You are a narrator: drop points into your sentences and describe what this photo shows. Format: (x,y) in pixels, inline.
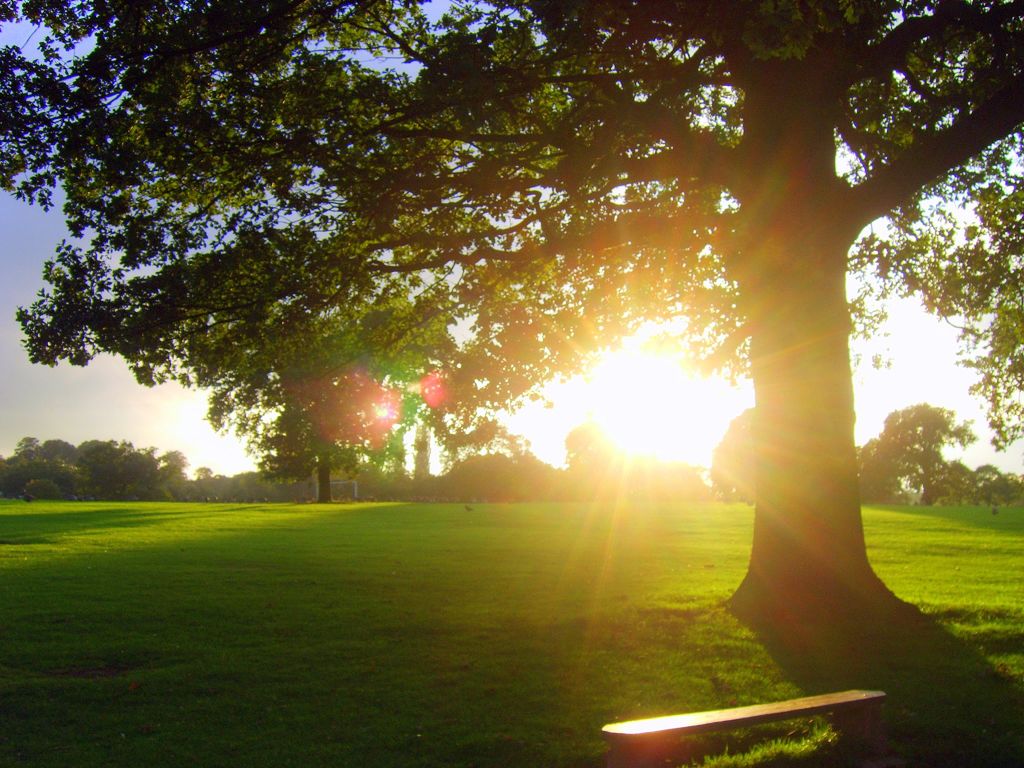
This image is taken outdoors. At the top of the image (433,14) there is the sky (73,399) with clouds (65,383) and sun (621,413). At the bottom of the image (485,723) there is a ground (365,674) with grass (279,584) on it. In the background (110,487) there are many trees (491,489) and plants (474,481) on the ground (360,625). On the right side of the image (840,472) there is a tree (582,101) with leaves (212,174), stems (801,109) and branches (647,232) and there is a bench (750,724).
